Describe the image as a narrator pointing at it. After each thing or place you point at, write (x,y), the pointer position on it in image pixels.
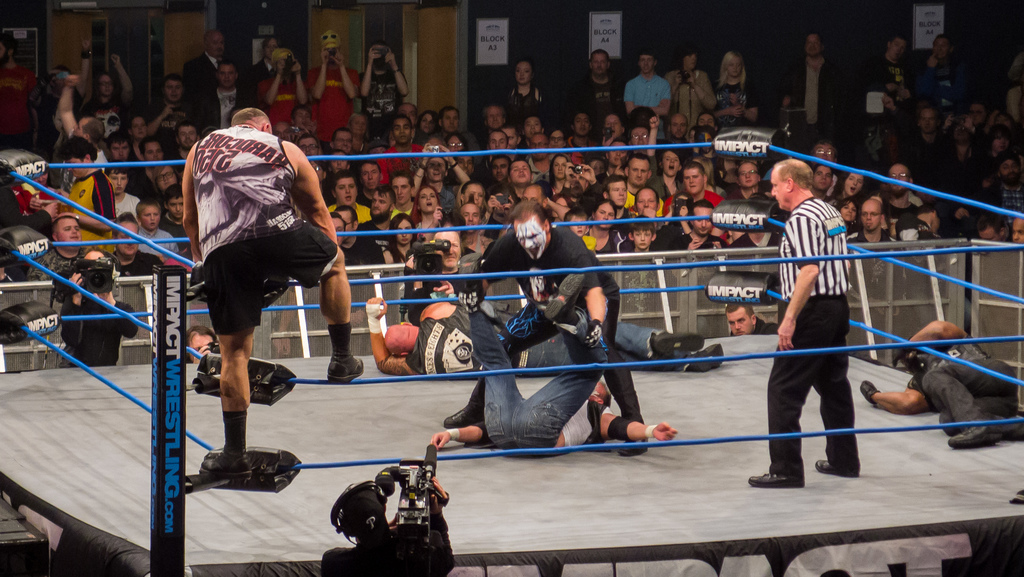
In the center of the image (544,337) we can see persons (486,343) wrestling in the ring (556,471). On the right side of the image (828,458) we can see a referee (786,416). In the background (835,190) we can see crowd (371,145) and wall (651,41).
